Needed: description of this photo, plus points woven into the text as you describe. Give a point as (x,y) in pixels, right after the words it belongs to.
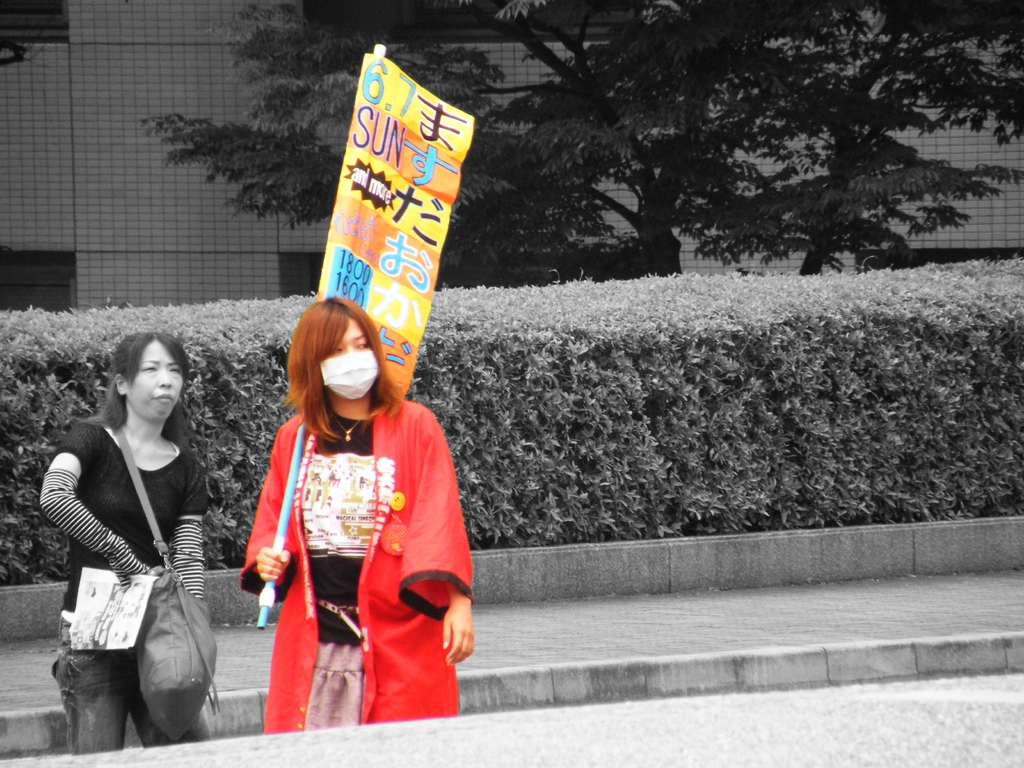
In this image we can see few people (290,583) and they are holding some objects (270,587) in their hands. A lady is wearing the handbag (161,598) in the image. There are many plants (738,408) in the image. There is a tree (687,152) in the image. There is a footpath (762,596) in the image. There is a building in the image.
